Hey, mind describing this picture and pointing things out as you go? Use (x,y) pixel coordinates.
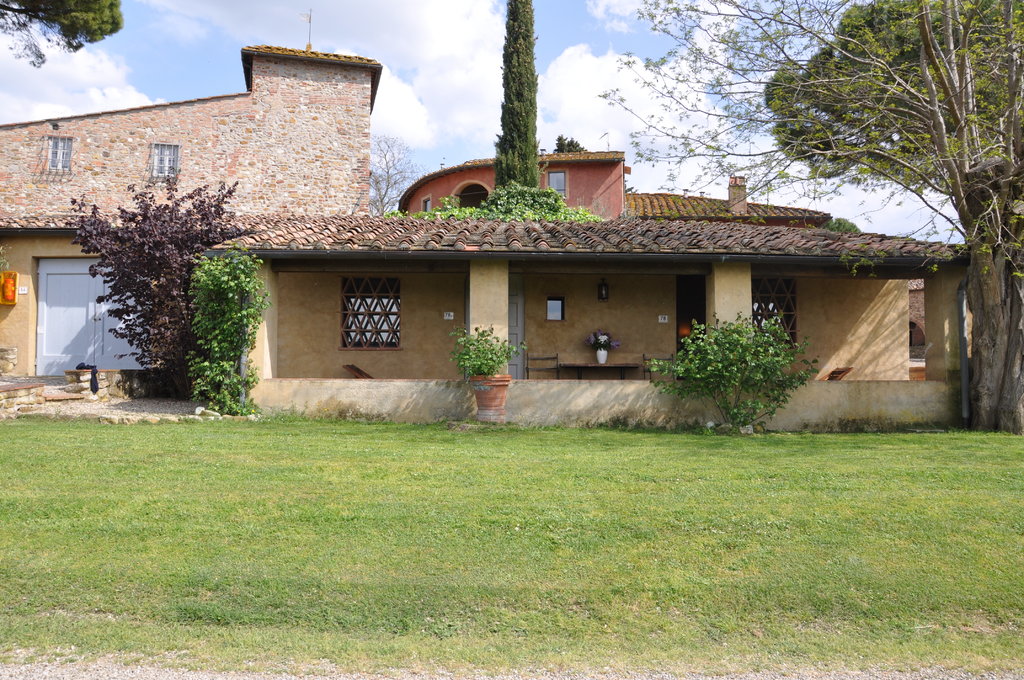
In the image there is a building (24,309) in the back (338,298) with a garden (404,487) in front of it along with plants (997,185) on either sides and above its sky (206,23) with clouds (595,112).
